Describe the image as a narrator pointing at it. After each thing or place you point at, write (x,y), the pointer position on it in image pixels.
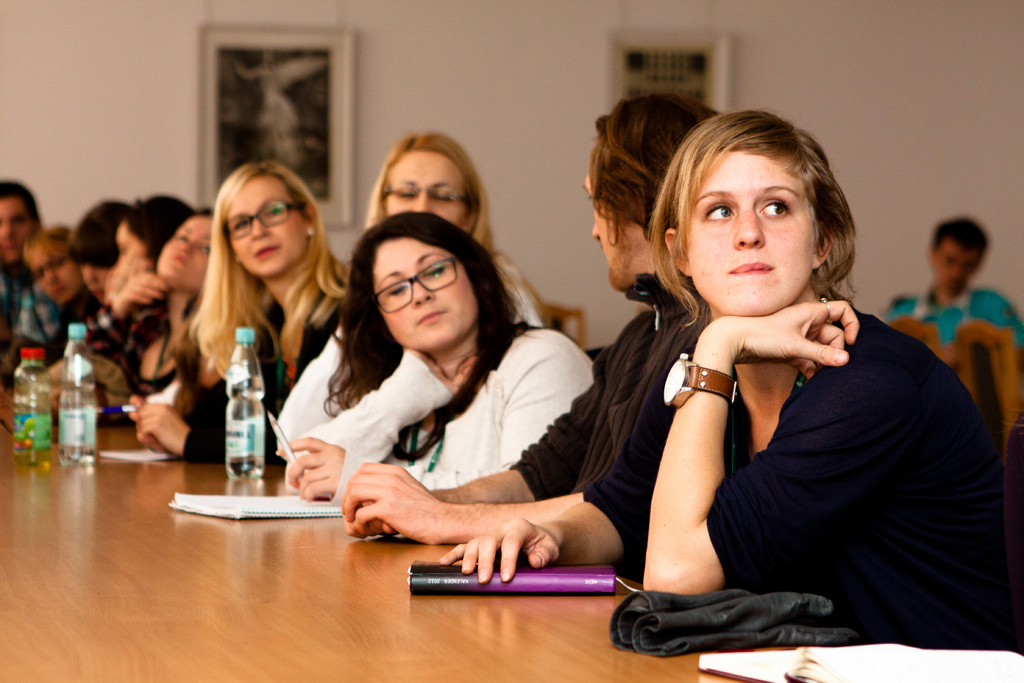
In this image I can see on the left side (23,386) there are water bottles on the table (162,528), in the middle (397,424) a group of people (726,292) are there, at the back side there are photo frames (231,34) on the wall (139,2).
